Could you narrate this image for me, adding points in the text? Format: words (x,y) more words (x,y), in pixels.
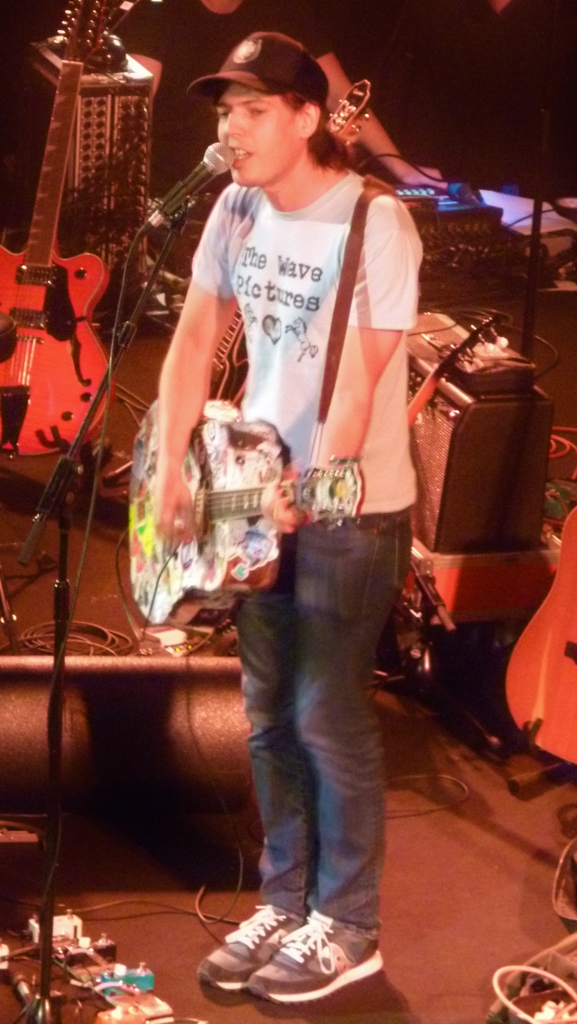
This is a picture of a man (301,319) in white t shirt (290,430) holding a guitar (214,419) and singing a song in front of the man (243,183) there is a microphone (207,183) with stand (72,450). Behind the man (336,413) there are some music systems (480,469).
